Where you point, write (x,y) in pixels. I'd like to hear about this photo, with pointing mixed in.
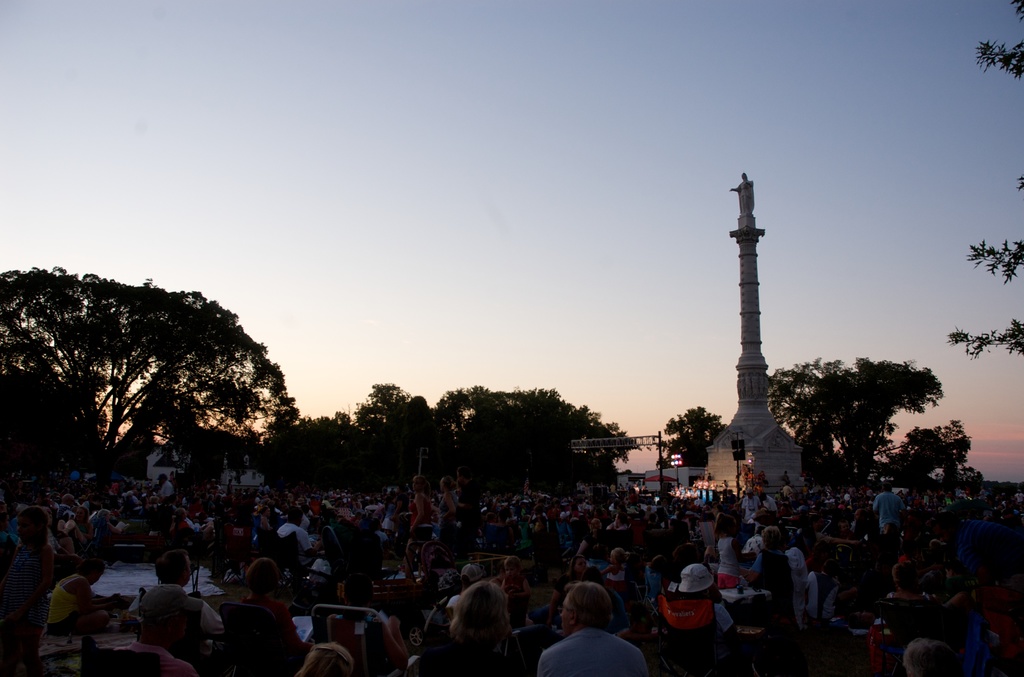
There is a crowd (575,605) at the bottom of this image (633,537) and there are some trees (485,440) in the background (698,420). There is a memorial (758,412) on the right side of this image (749,290) and there is a sky (434,213) at the top of this image (427,221).
